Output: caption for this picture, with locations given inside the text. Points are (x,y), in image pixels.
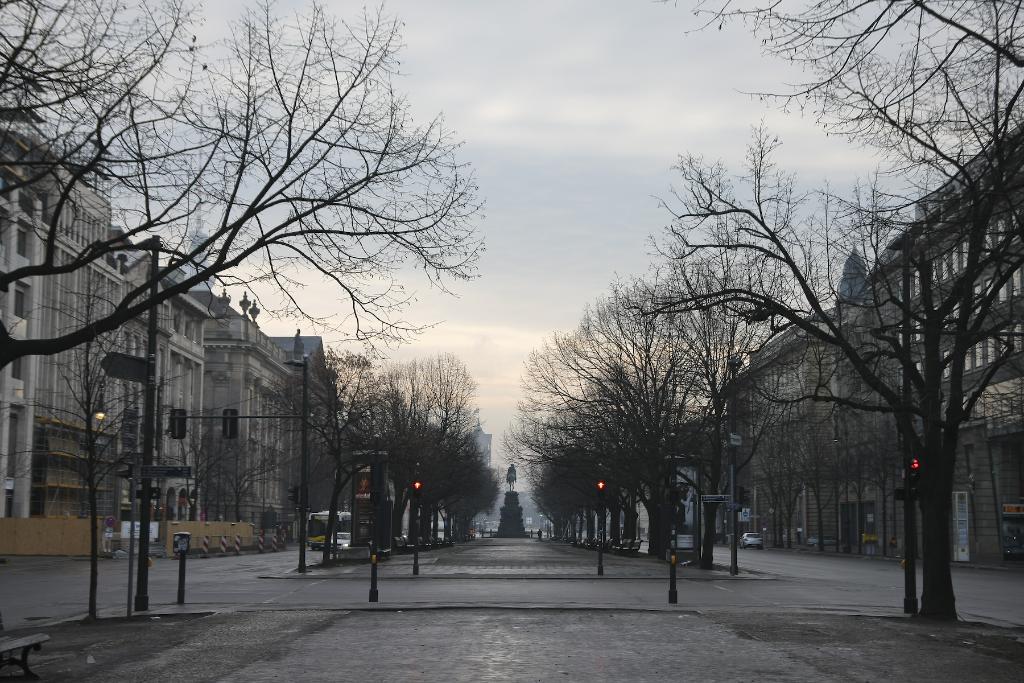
In this picture we can see a statue (513,527) on the path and on the left (304,417) and right side of the statue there are trees (600,468), poles (733,538) with lights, vehicles (332,521) on the road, buildings (787,457) and other objects (360,490). Behind the statue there is a sky (482,123).
